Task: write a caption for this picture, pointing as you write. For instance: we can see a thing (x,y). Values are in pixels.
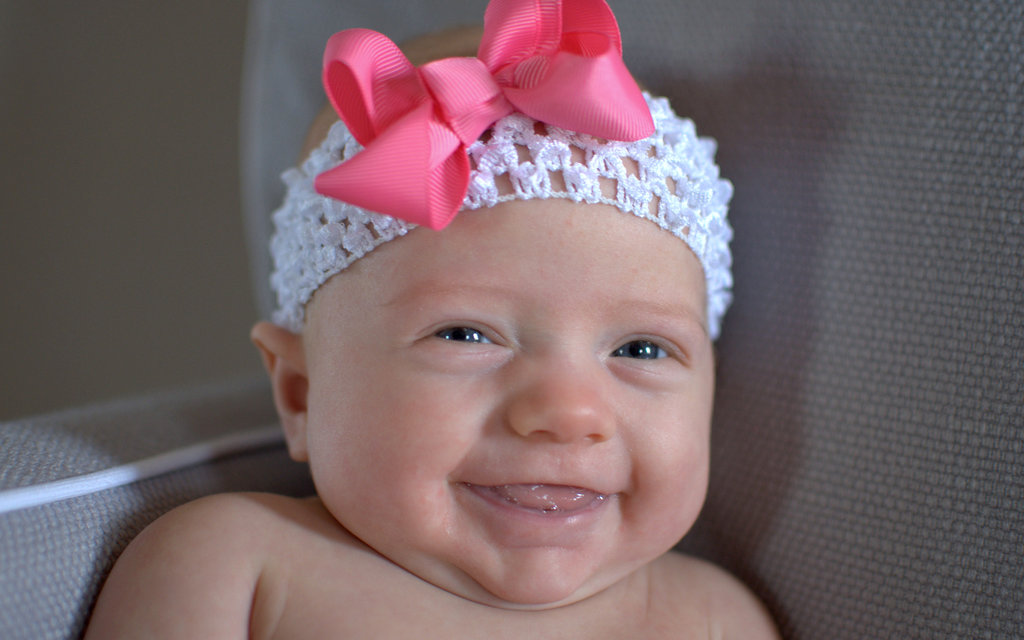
Here in this picture we can see a baby (403,336) sitting on a chair (93,491) and smiling.
